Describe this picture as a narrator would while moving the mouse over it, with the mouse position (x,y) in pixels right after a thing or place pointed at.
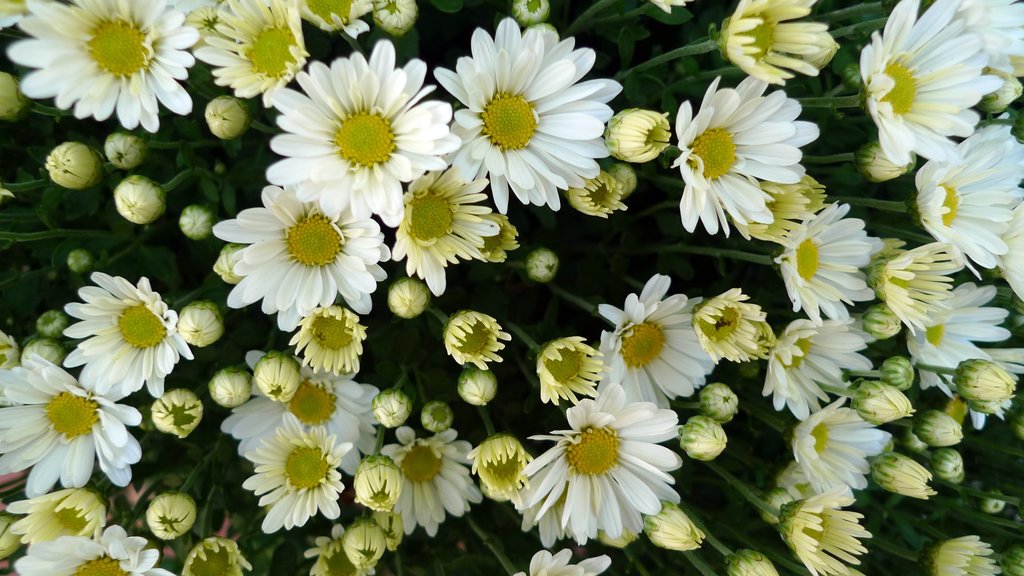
In this image, we can see some flowers (319,403) and buds (262,384) on plants (420,322).
